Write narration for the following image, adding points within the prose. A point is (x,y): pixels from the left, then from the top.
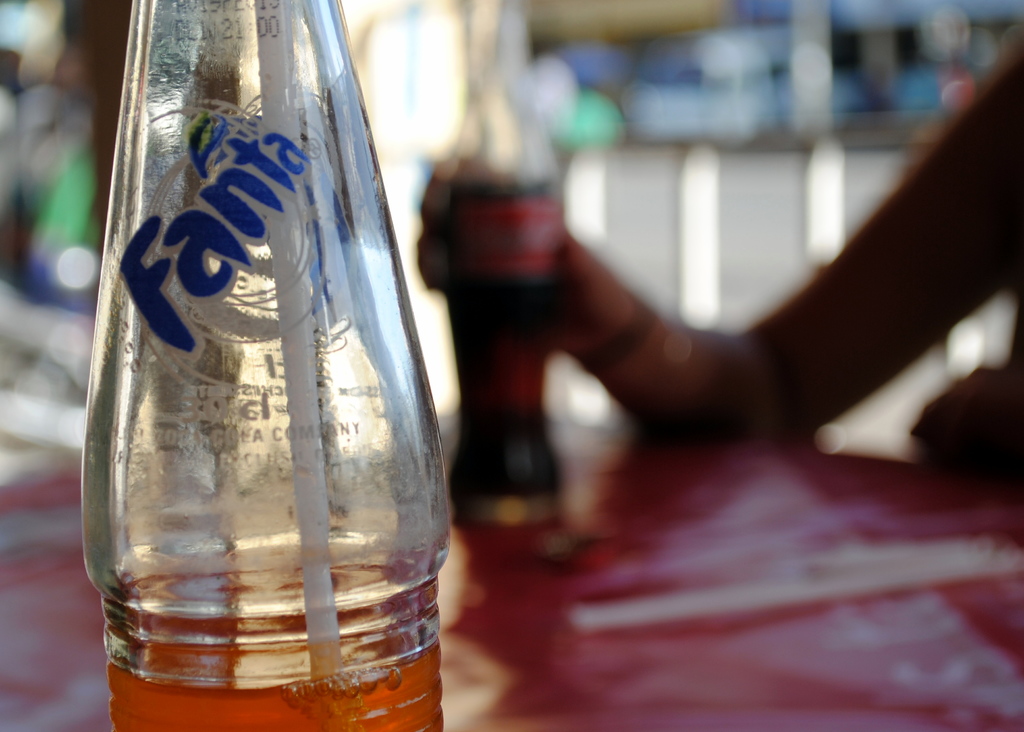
In the left (164,4) it's a Fanta bottle (303,314) and there is a straw (305,506) in it. In the right side (694,346) a person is sitting and holding a coke bottle (498,353).
